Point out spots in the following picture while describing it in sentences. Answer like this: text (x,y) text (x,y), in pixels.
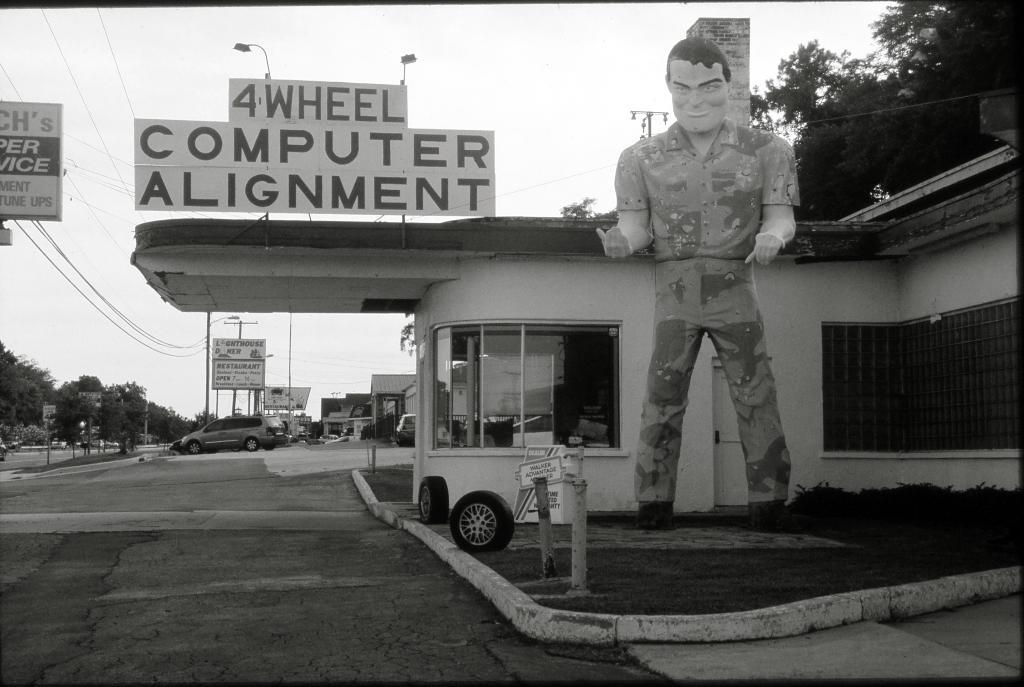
In this picture i can see buildings (372,409), trees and few hoardings (188,204) with text (231,343) and pole lights (210,336) and poles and a statue (706,125) of a man (721,123) and couple of tires (438,508) on the ground (524,569) and a cloudy Sky (454,87).
